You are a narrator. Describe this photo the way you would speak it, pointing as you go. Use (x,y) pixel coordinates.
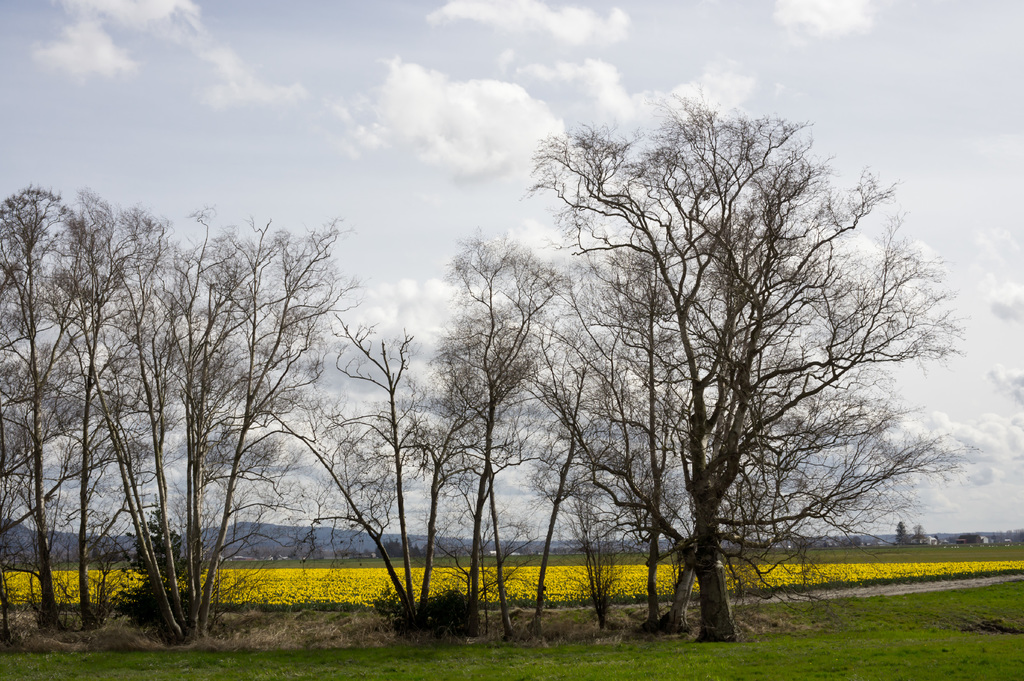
In this image, we can see trees (602,413) and we can see a field (516,578). At the top (504,113), there are clouds (989,474) in the sky (890,169) and at the bottom (528,656), there is ground (568,647).
